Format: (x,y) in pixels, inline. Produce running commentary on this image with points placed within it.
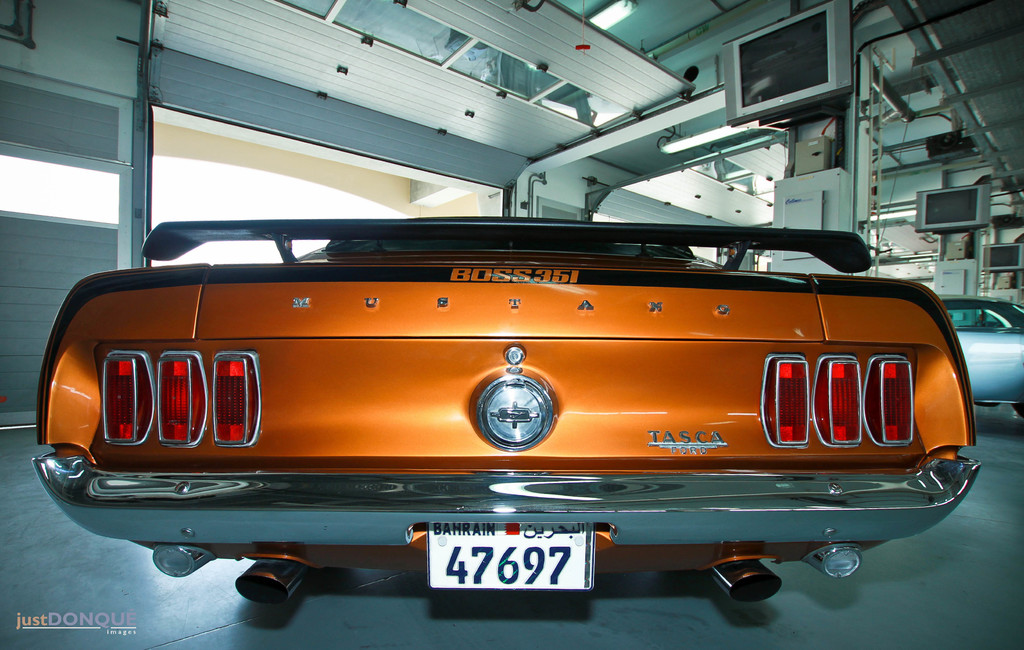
In this image we can see the cars (634,289). Beside the cars (211,236) we can see the pillars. There are televisions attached to the pillars (799,148). On the left side (53,225), we can see a wall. At the top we can see the roof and lights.
